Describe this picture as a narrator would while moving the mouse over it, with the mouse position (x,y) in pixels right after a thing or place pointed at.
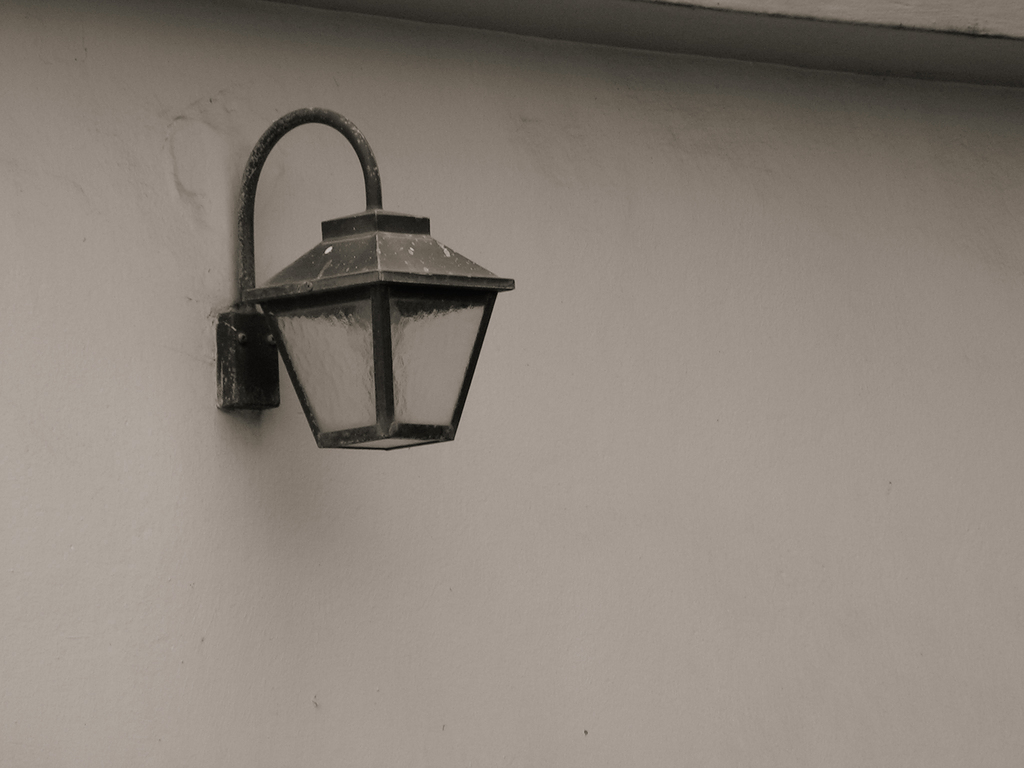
In this image we can see a wall lamp (261,393) fixed to the wall (745,519).
